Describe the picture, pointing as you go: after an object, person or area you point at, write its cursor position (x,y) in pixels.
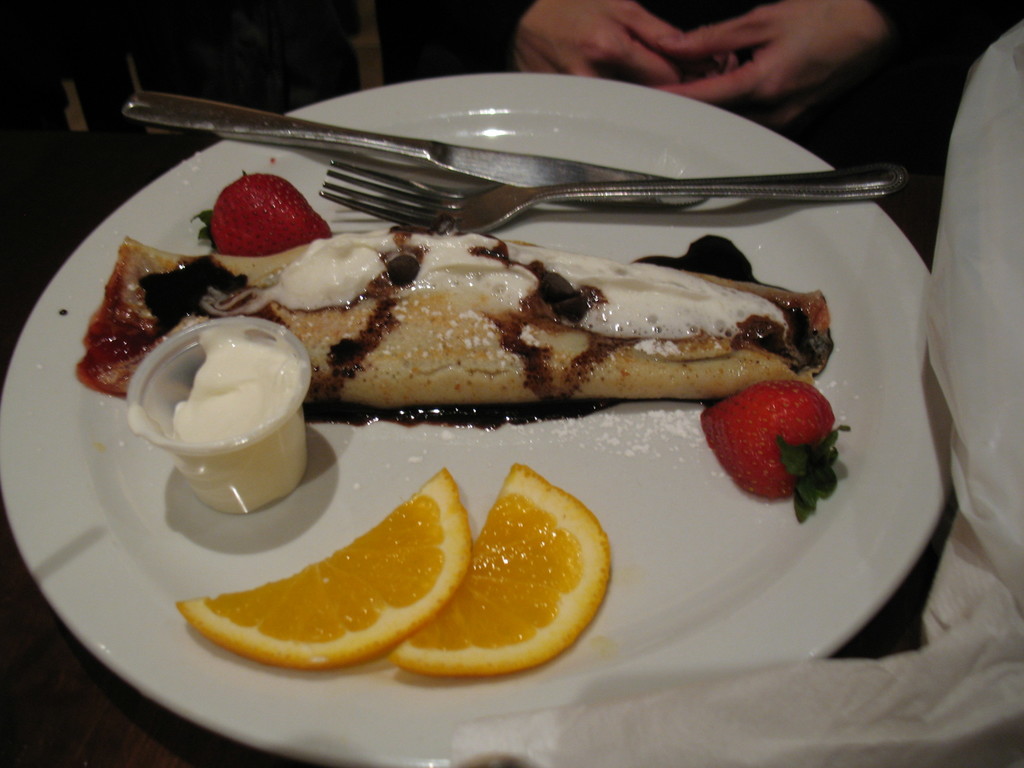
In this picture, there is a plate (395,696). On the plate (435,693), there is some food (467,351) like strawberries (722,459), oranges (429,586), cream (227,429) etc. On the plate (565,226), there is a fork (505,217) and a knife (258,118). On the top (611,30), there is a person (782,83).
